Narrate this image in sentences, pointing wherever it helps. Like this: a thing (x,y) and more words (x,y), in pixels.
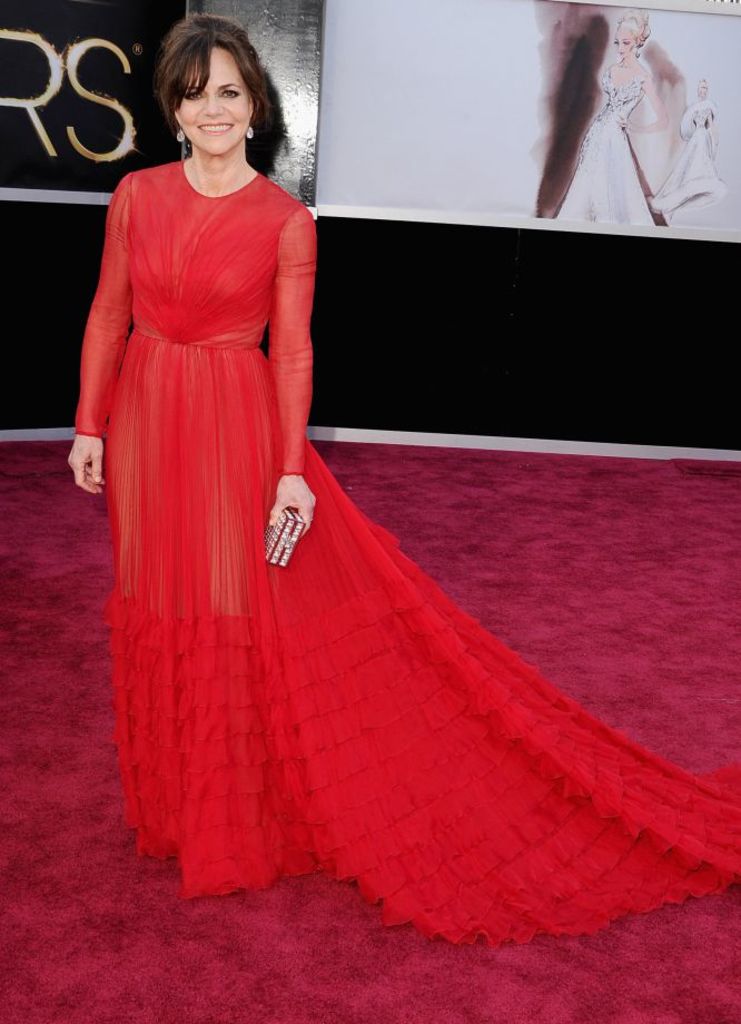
In the center of the image (359,527) we can see one woman (259,429) standing on the carpet (1,823) and she is smiling. And we can see she is holding some object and she is in red color dress (318,629). In the background (385,291) we can see banners (592,143) and a few other objects (711,306).
